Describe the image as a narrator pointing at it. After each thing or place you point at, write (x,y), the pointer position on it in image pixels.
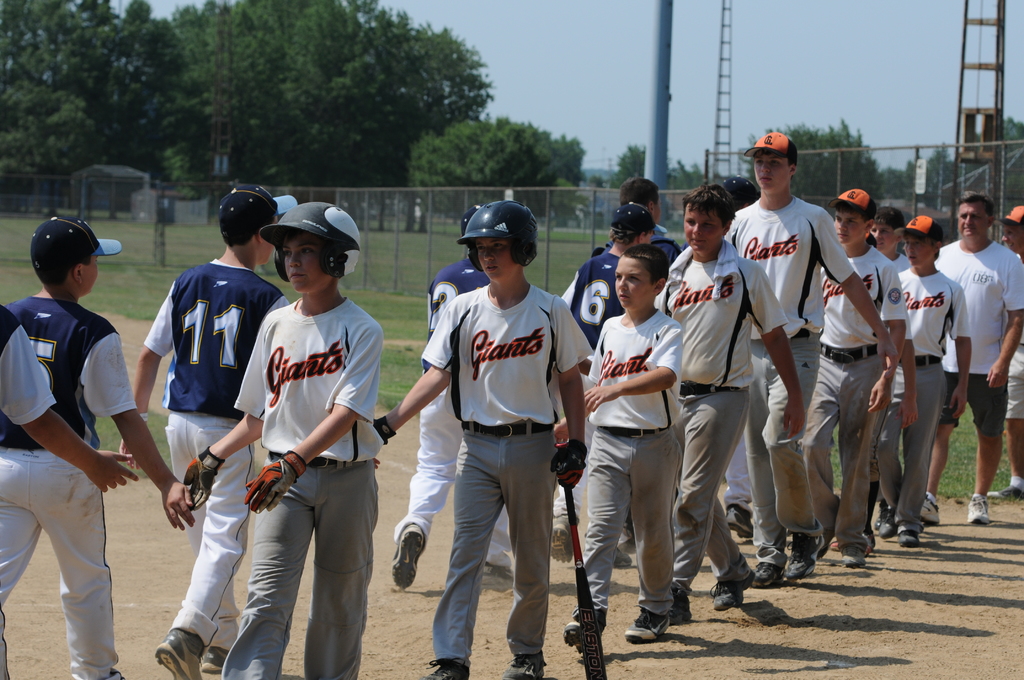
In this picture we can see the boys (518,565) walking on the ground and shaking hands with each other. This place is surrounded by grass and trees (354,110).
